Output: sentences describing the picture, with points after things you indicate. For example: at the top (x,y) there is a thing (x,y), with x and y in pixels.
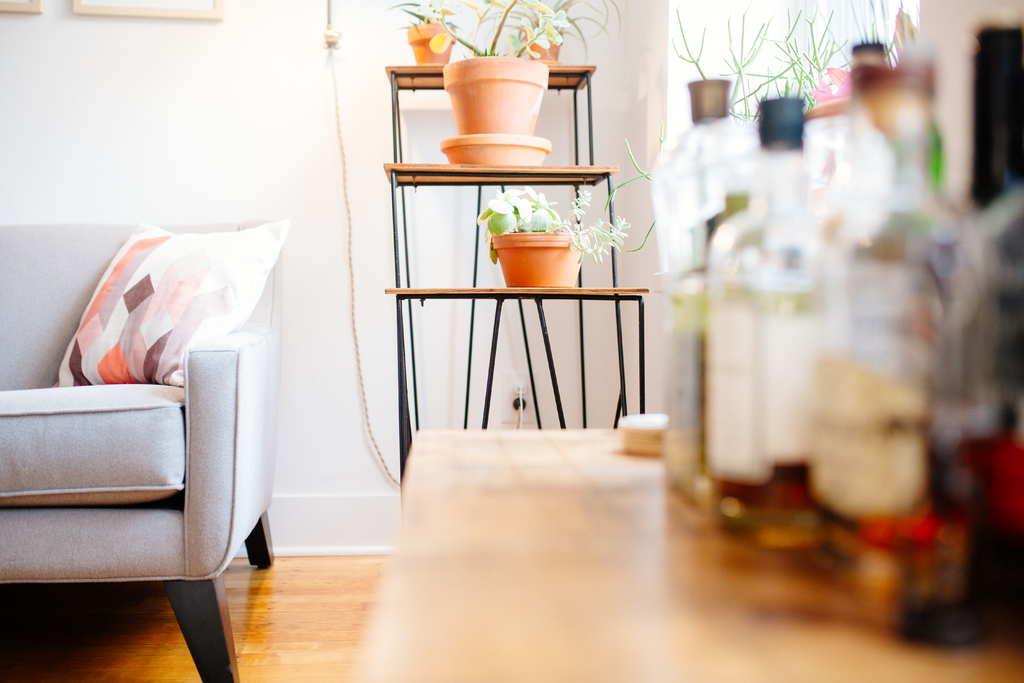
On the left side of the image (202,442) we can see a sofa set (61,309) with pillows (180,350) placed on the wooden floor (37,639). Here we can see flower pots (552,271) placed on the stand (552,296). In the background (426,122), we can see photo frames (77,15) on the wall (286,100) and also we can see socket (510,392). The right side of the image (810,315) is slightly blurred, where we can see bottles (797,429) placed on the wooden table (618,577).
